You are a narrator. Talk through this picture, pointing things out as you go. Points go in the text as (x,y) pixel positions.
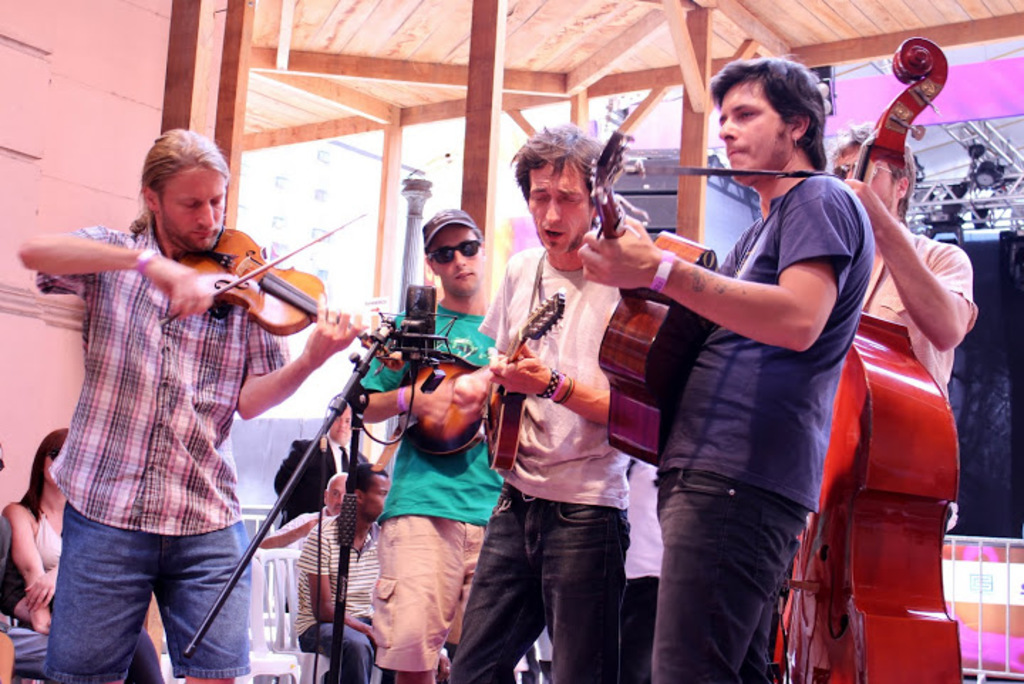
This persons (176,356) are standing and playing a musical instruments (620,342) in-front of mic (419,318). Far this persons (365,579) are sitting on chair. This is a roof top (447,36) with wood (508,36).
